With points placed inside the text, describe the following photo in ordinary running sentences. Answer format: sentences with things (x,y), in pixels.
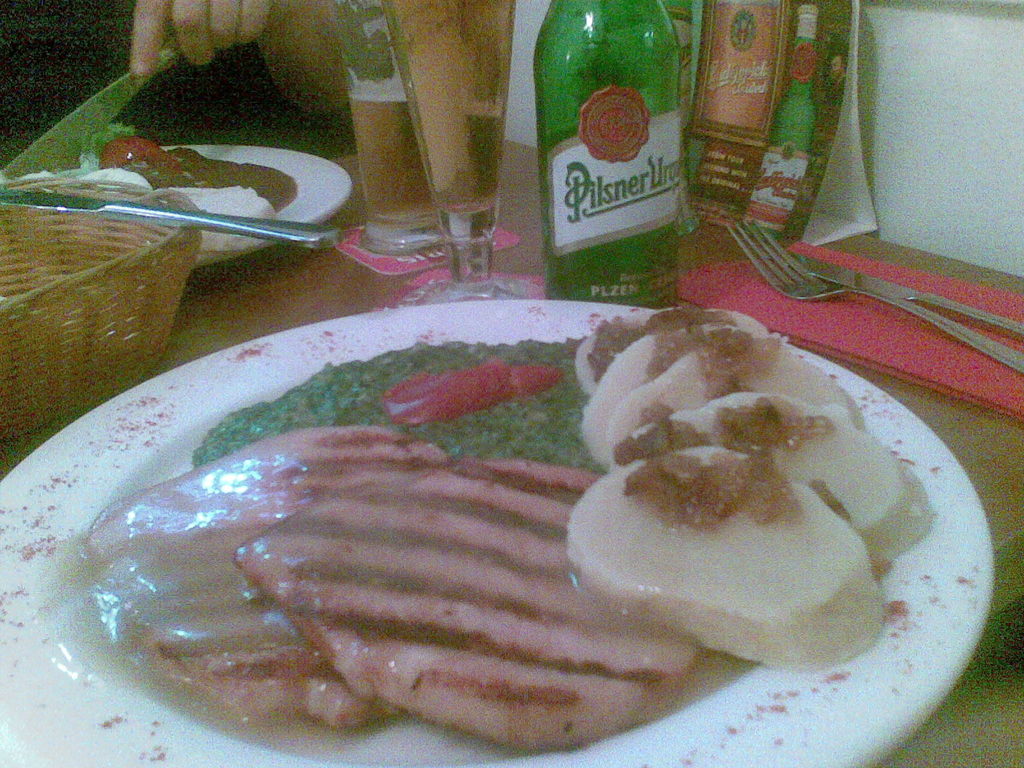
In this image we can see a person (213,97) holding knife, serving plates (269,398) with food (458,363) in them, cutlery (798,296), glass tumblers (435,189), woven basket (161,273) and beverage bottles (542,205) on the table (277,297).
